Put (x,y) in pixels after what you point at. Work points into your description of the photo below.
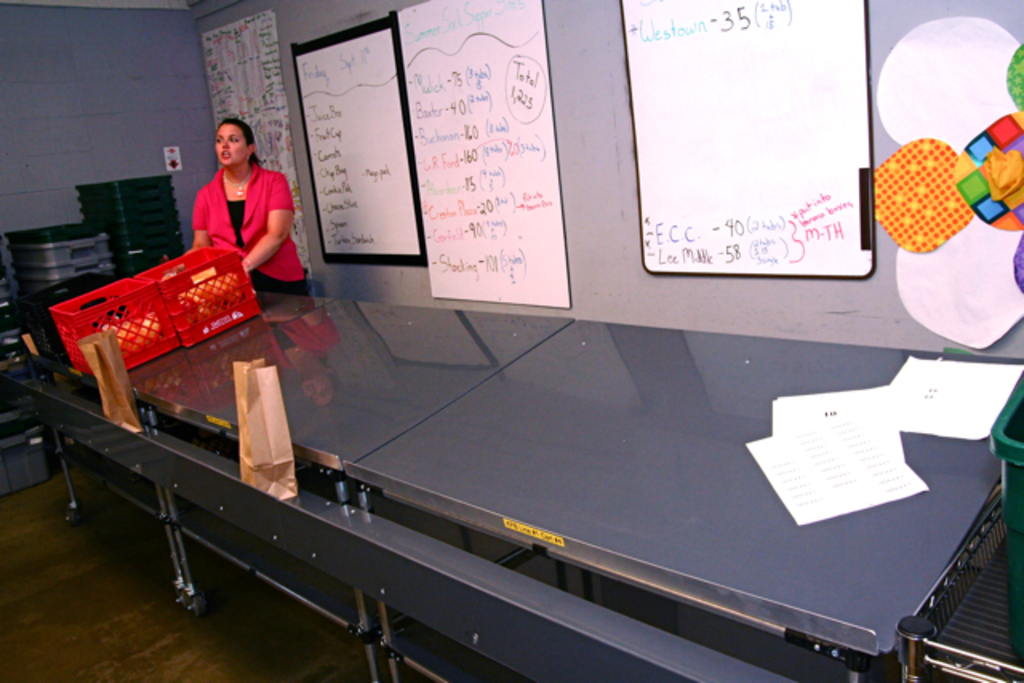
On the background (601,154) we can see wall (797,284) and board (642,99) over a wall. Here we can see one woman (287,231) standing in front of a table (375,328) and on the table (286,332) we can see two red containers (204,325), papers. This is a floor (130,553). Here we can see few empty containers (124,231).
